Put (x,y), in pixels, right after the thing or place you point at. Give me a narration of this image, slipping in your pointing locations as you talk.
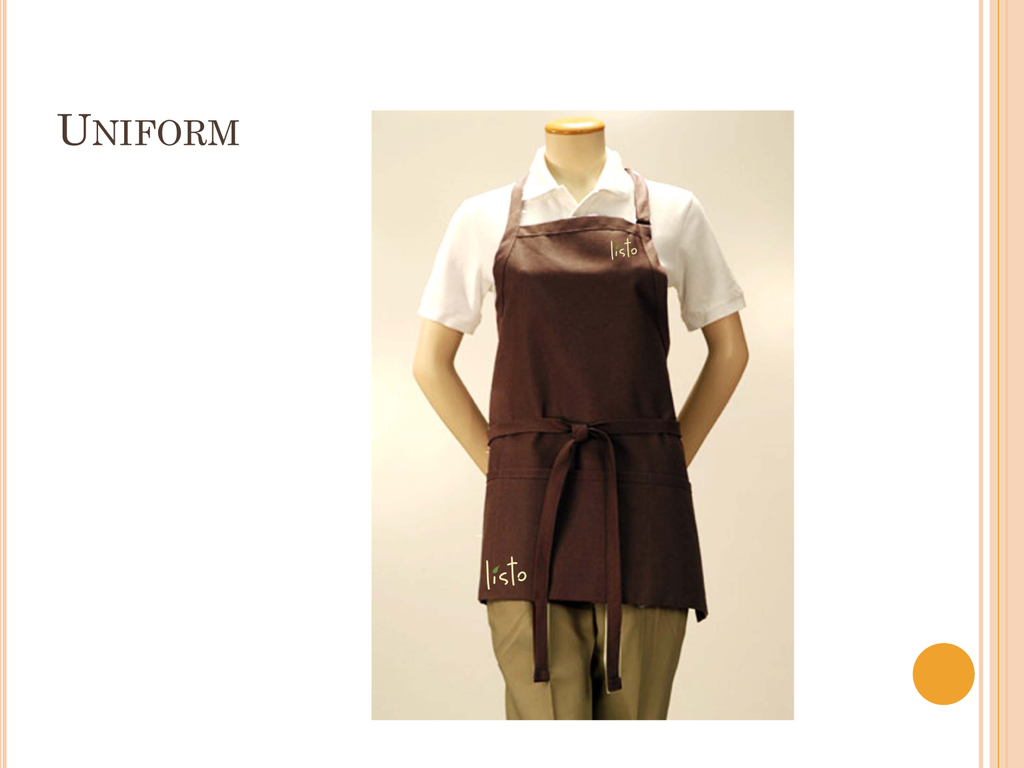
In this image we can see there is a depiction of a person (546,521) without head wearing a uniform (505,458), beside that at the top left side of the image (112,148) there is a text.
